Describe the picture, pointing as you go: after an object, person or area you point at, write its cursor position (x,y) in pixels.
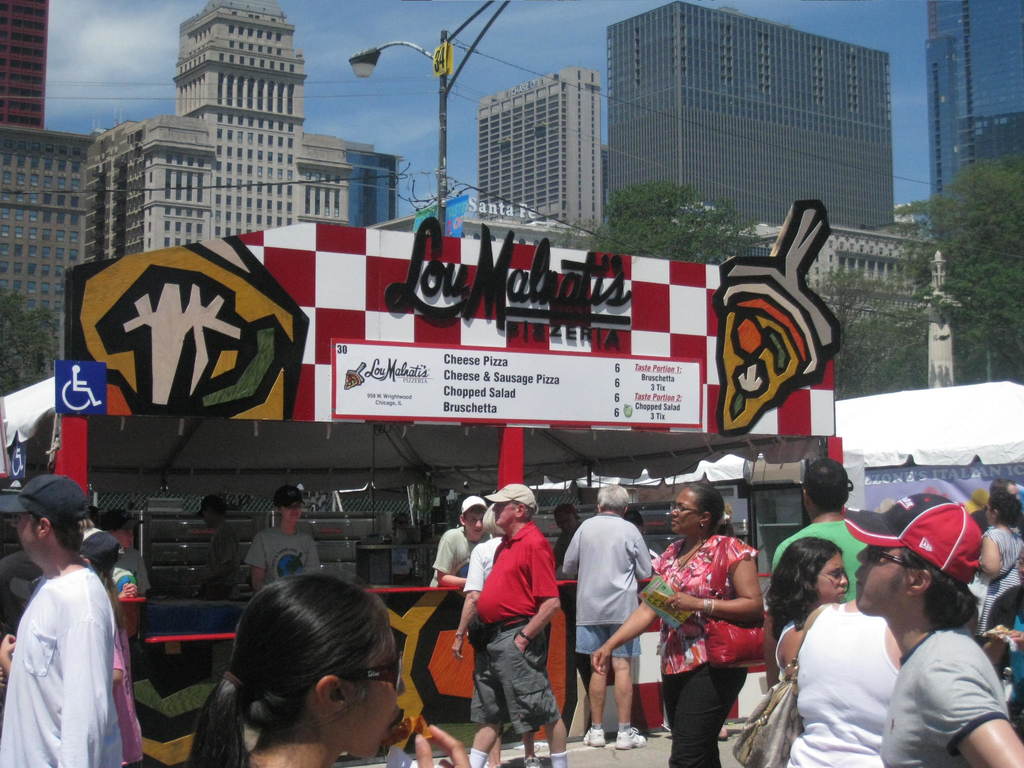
In the foreground of the picture (585,626) there are group of people (486,638). In the center of the picture (589,425) there are street light (443,170), cables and a shop (416,472). In the background (452,180) there are skyscrapers (183,114) and sky (458,48).
